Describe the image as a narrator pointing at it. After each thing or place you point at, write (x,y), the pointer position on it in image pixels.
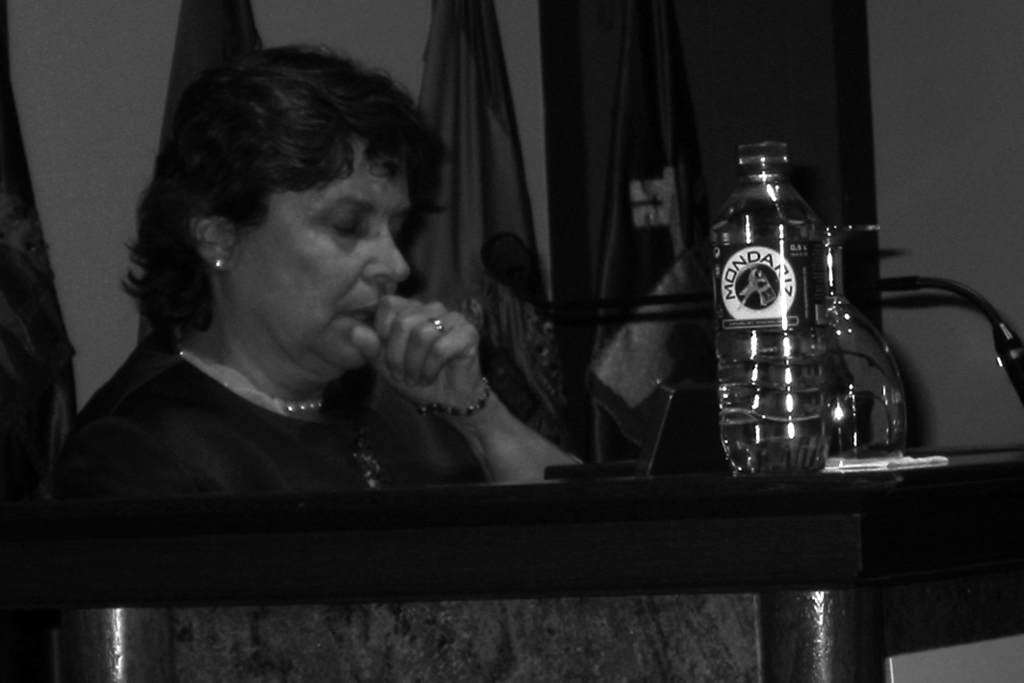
In this image, women (447,385) is there at the table (651,532). On top of the table (722,529), few items (731,371) are placed. And background (938,215), we can see few flags (676,55) and wall (368,30).
